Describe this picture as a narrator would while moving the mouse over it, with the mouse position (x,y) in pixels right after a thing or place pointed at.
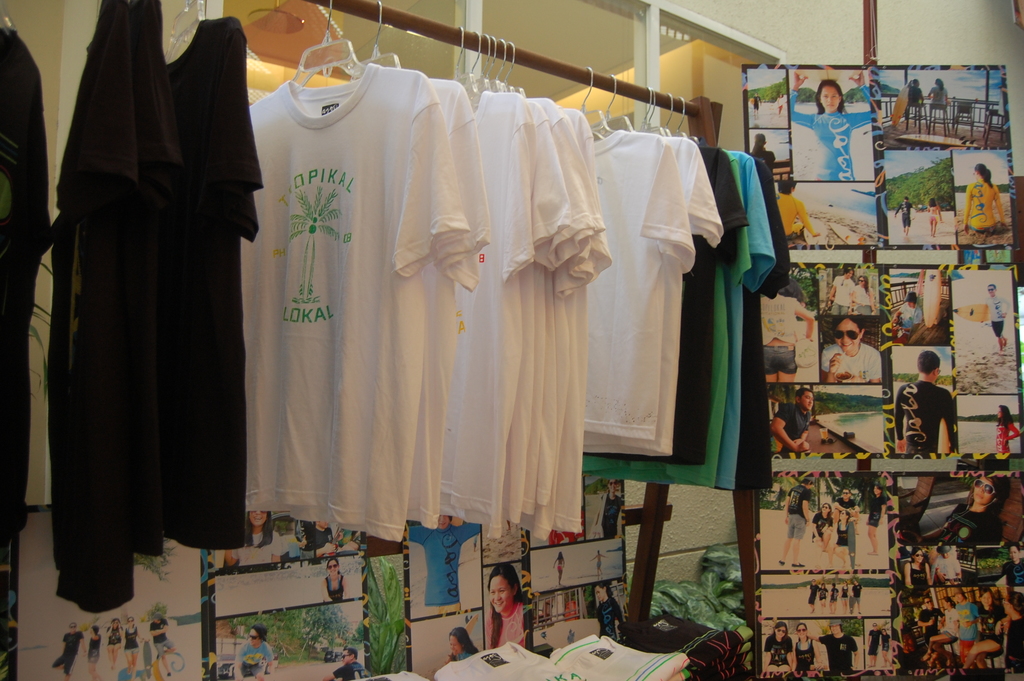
In this image we can see clothes (634,424) to the hangers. There are boards (828,484) and posters (912,566). In the background (719,70) we can see glasses (581,54) and wall (840,43).
